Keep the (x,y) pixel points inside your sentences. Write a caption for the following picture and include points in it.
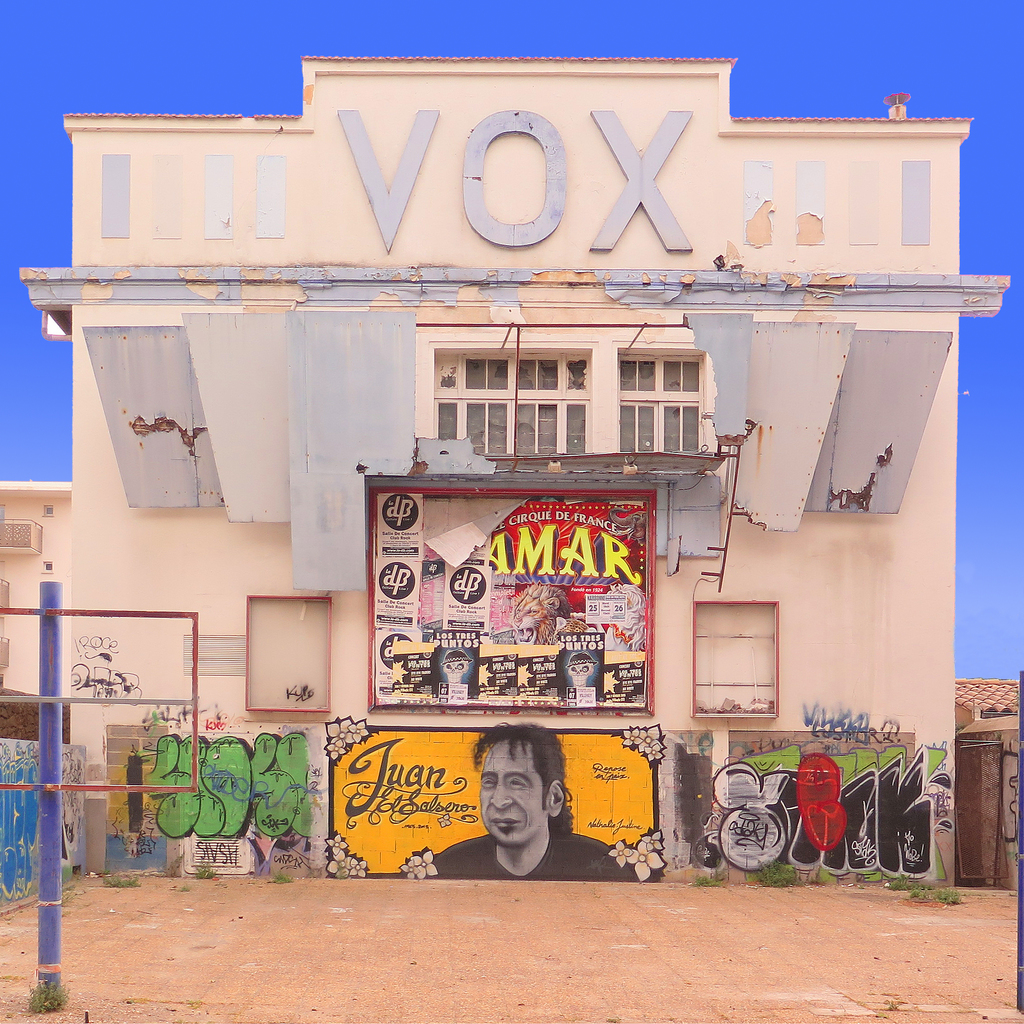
On the left side of the image (62,725) there is a pole (51,665). At the bottom of the image (467,947) there is a floor (631,954). In the background of the image (652,614) there are buildings (776,775). On the left side of the image (81,761) there is a wall (86,771) with the painting (19,777) on it.
